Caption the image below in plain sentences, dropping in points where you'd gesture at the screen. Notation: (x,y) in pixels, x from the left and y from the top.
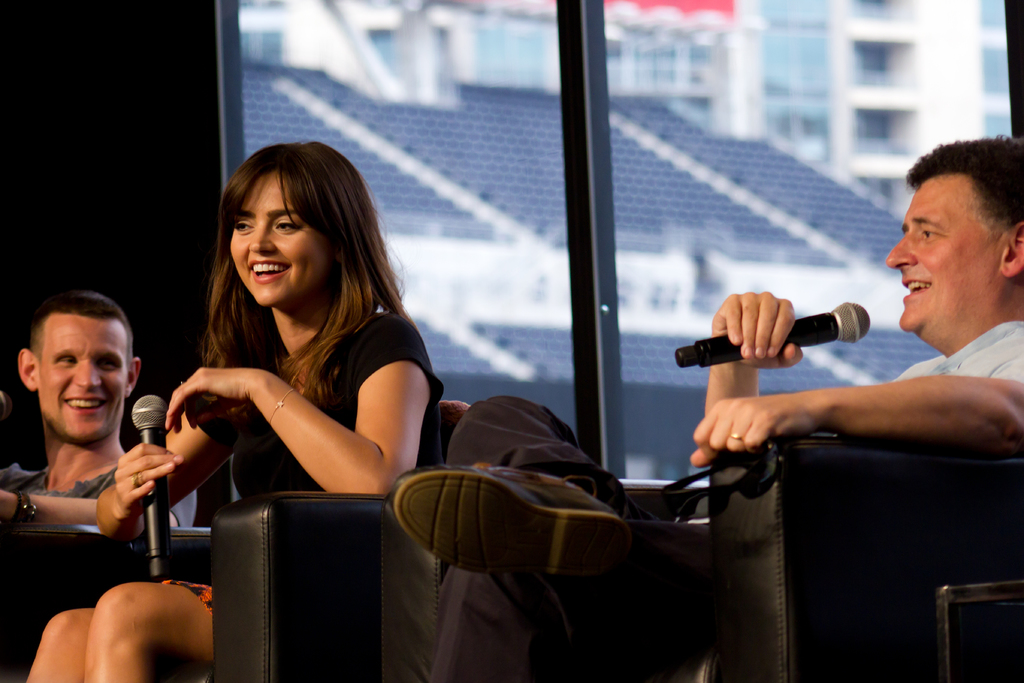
In this image I see 2 men (119,366) and a woman (126,505) and all of them are smiling and I can also see that they are sitting on the couch (1016,510). In the background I see the window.
